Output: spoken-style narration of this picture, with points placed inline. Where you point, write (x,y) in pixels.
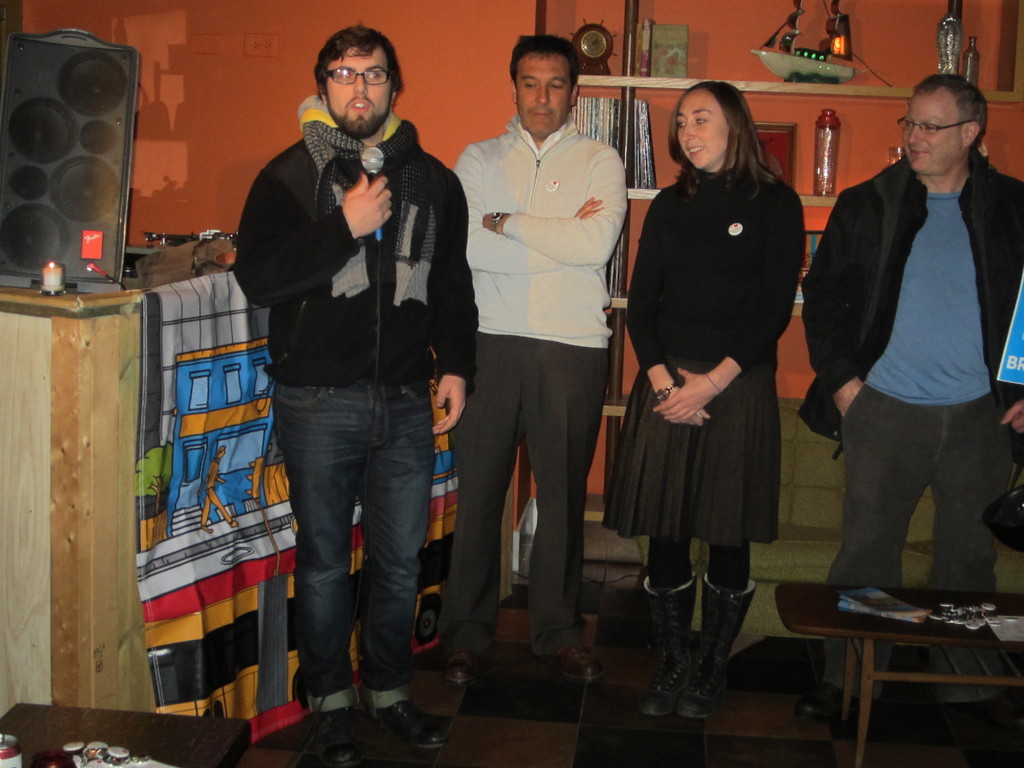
In the foreground of this image (115,742), there are few objects (103,742) on the tables (934,607) and we can also see four people (741,380) standing on the floor (540,700) and a man (393,302) is holding a mic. Behind them, there is a banner (205,438) like an object (176,440), speaker (80,232), candle (59,266) and few more objects (174,269) on the table (83,298) and there are books (653,146), a model of a boat (790,62) and few objects (821,122) on the rack (741,91). At the top (288,37), there is an orange wall (186,45).
